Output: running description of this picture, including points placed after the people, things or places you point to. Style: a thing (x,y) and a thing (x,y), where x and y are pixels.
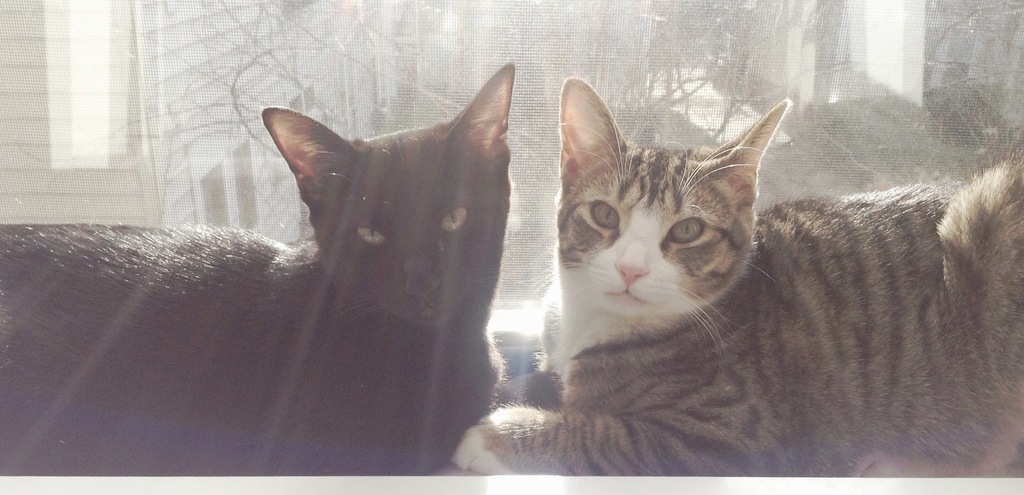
In this image there are two cats (258,375), behind the cats (400,292) there is a curtain (568,33) on the window (721,103).
